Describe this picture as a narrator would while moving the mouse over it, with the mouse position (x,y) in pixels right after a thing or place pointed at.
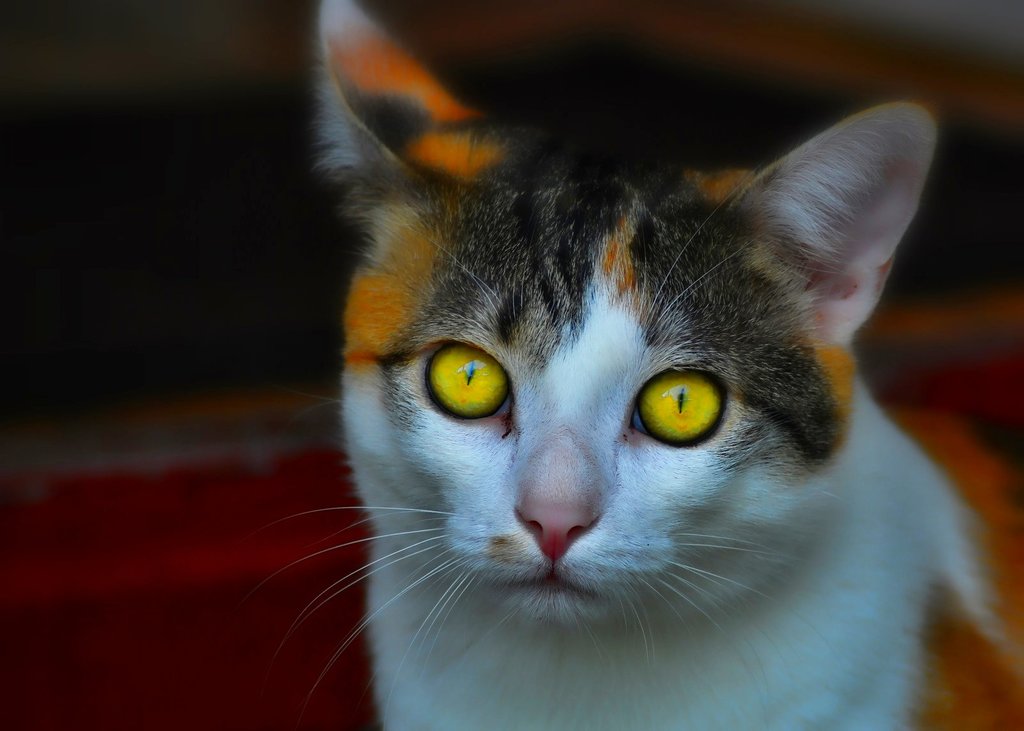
In this image, we can see a cat (763,471) on the blur background.
